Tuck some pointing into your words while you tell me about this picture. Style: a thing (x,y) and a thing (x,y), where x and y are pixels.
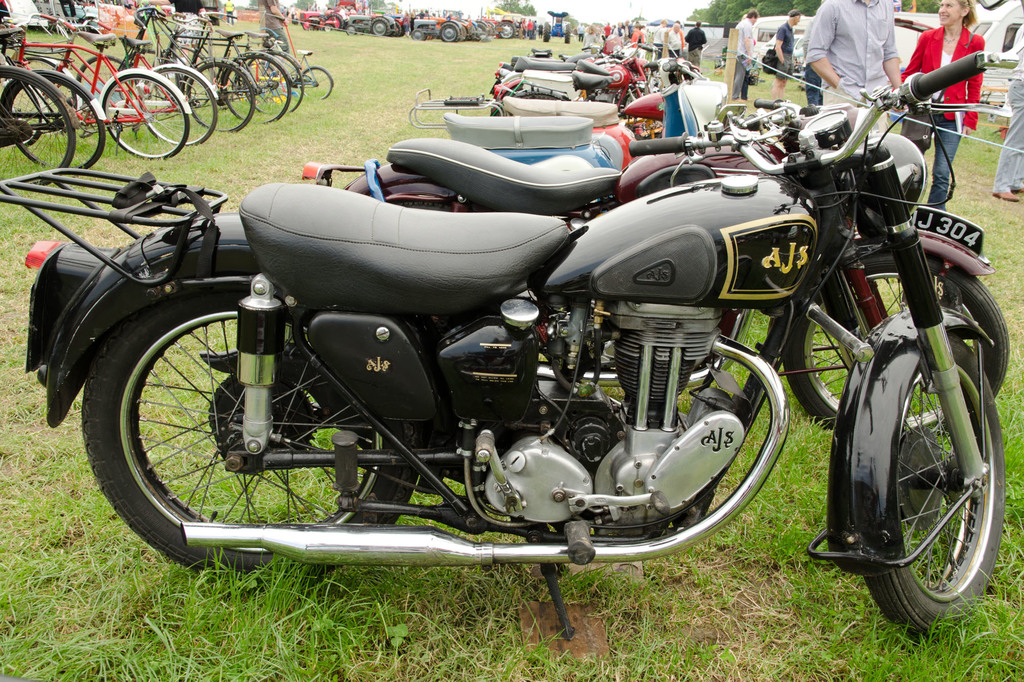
In this image we can see the motorbikes (479,332), bicycles (234,33), tractors (461,35) are parked on the grass (24,347). Here we can see a few more people (816,61), trees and the sky (610,6) in the background (697,43).
